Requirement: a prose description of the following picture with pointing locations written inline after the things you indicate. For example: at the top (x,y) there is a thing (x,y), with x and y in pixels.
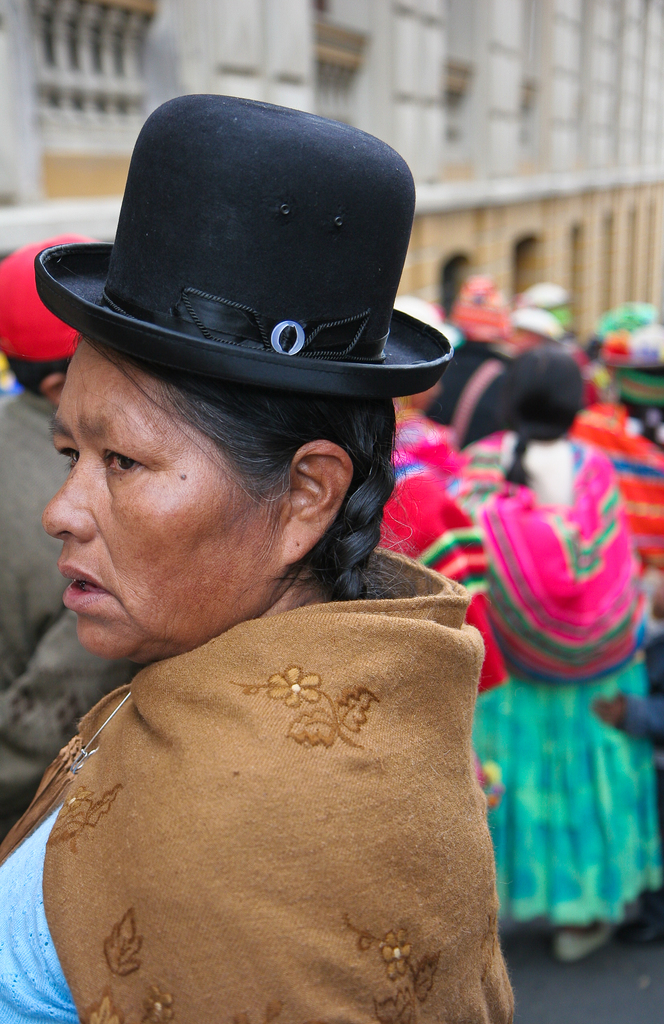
In the image there is a woman (85,900) in blue and brown dress (242,829) with black hat (272,386) on her head (307,407) standing on left side (186,386) and behind there are many people (530,527) in colorful dresses (481,579) standing on the road (645,943), over the background (37,46) there is a building (537,270).
